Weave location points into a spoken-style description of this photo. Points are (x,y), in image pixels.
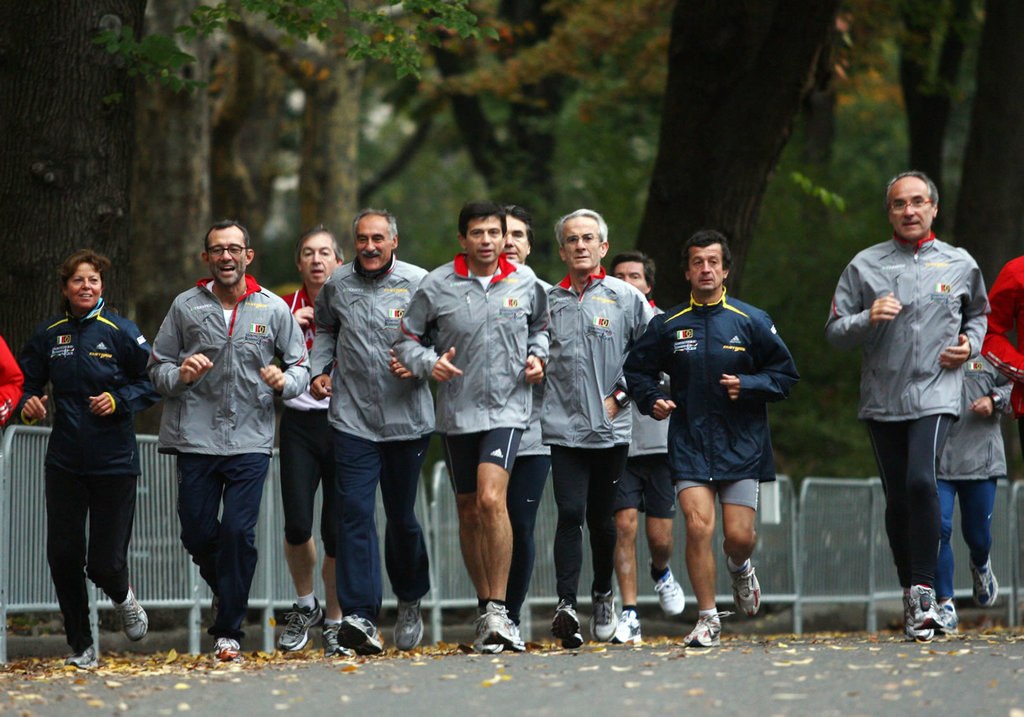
In this image in the center (424,456) there are persons (312,429) running on the road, there are dry leaves (590,643) on the ground (778,617). In the background (777,503) there is a fence (777,503) and there are trees (649,163).
